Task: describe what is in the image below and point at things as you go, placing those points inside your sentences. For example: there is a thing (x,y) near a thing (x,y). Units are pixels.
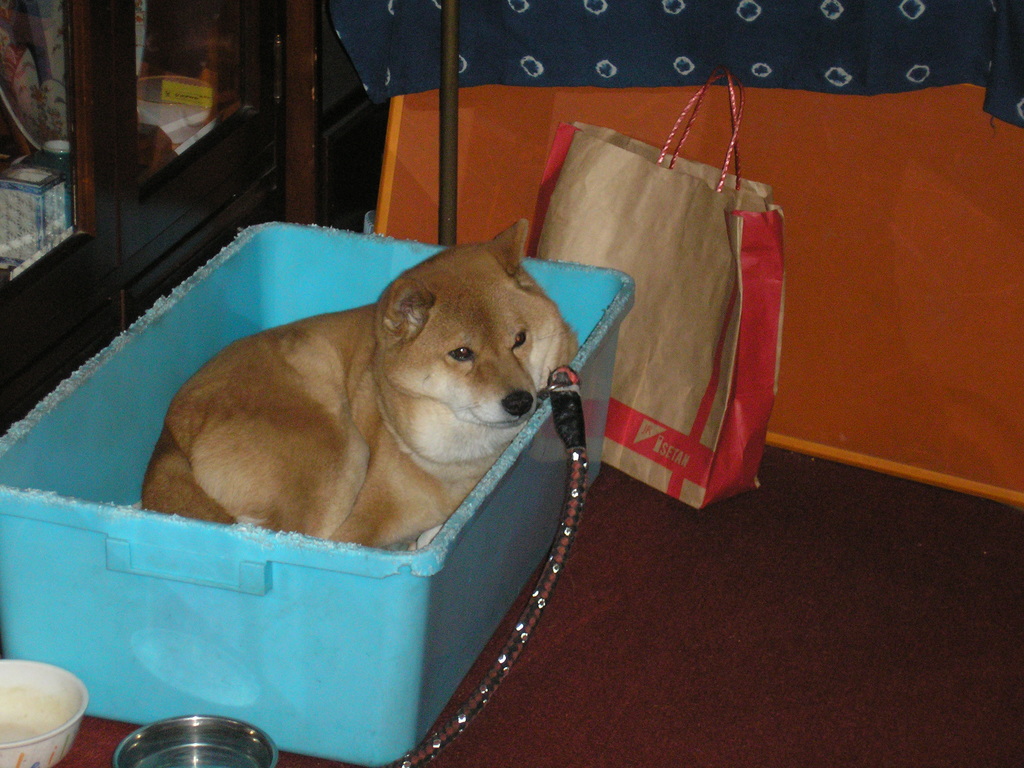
In this image we can see a basket (261,598). Inside the basket (363,560) there is a dog (463,404). Near to the basket (88,653) there are bowls (178,754) and a packet (706,296). On the left side (141,195) there is a cupboard (89,185). Inside that there are many items (63,133).
